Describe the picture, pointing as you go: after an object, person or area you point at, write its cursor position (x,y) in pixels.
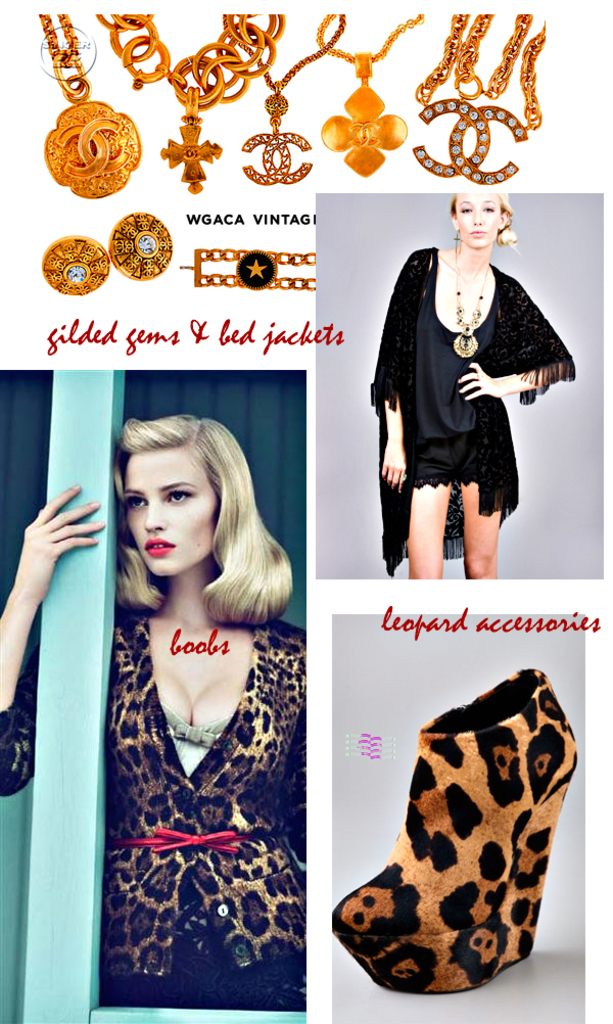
This is the picture of a collage photo which consist of some photos (363,518) and at the top of the image (529,91) we can see some accessories (271,136) and there is some text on it. We can see a woman (160,886) standing and posing for photo on the left side (179,483) and there is a photo (481,500) of a woman (457,294) wearing a black dress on the right side (475,237) and we can see a shoe (502,718).
